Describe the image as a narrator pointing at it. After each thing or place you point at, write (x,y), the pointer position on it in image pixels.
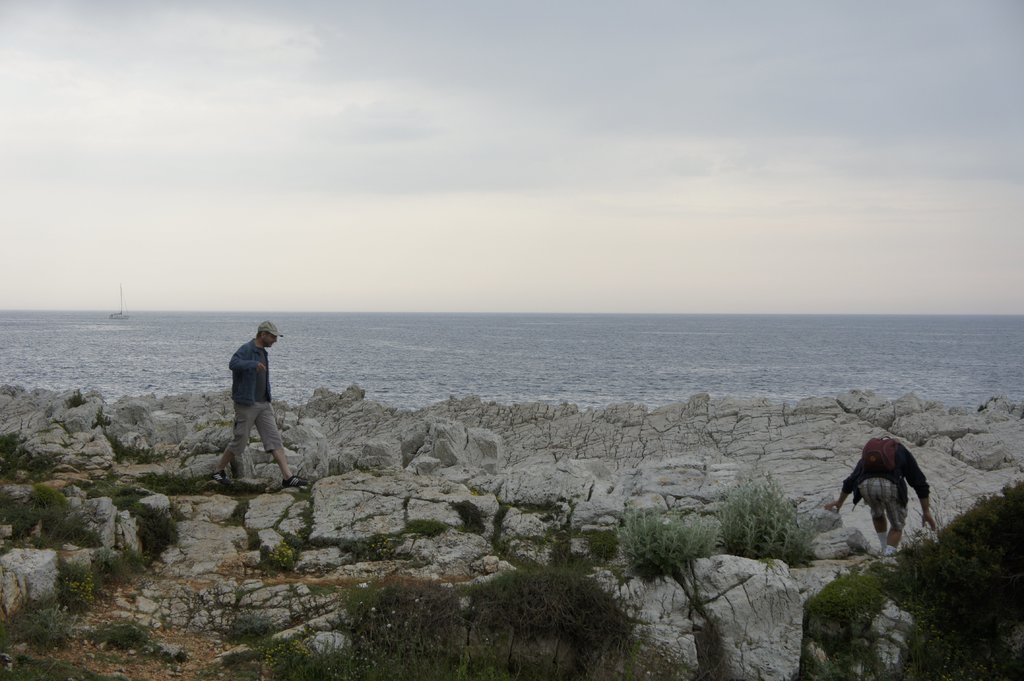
In this picture we can see two people (924,490) where a man (244,416) walking on rocks (312,454), plants (931,575), water (853,349) and in the background (194,141) we can see the sky (632,37) with clouds (584,37).
